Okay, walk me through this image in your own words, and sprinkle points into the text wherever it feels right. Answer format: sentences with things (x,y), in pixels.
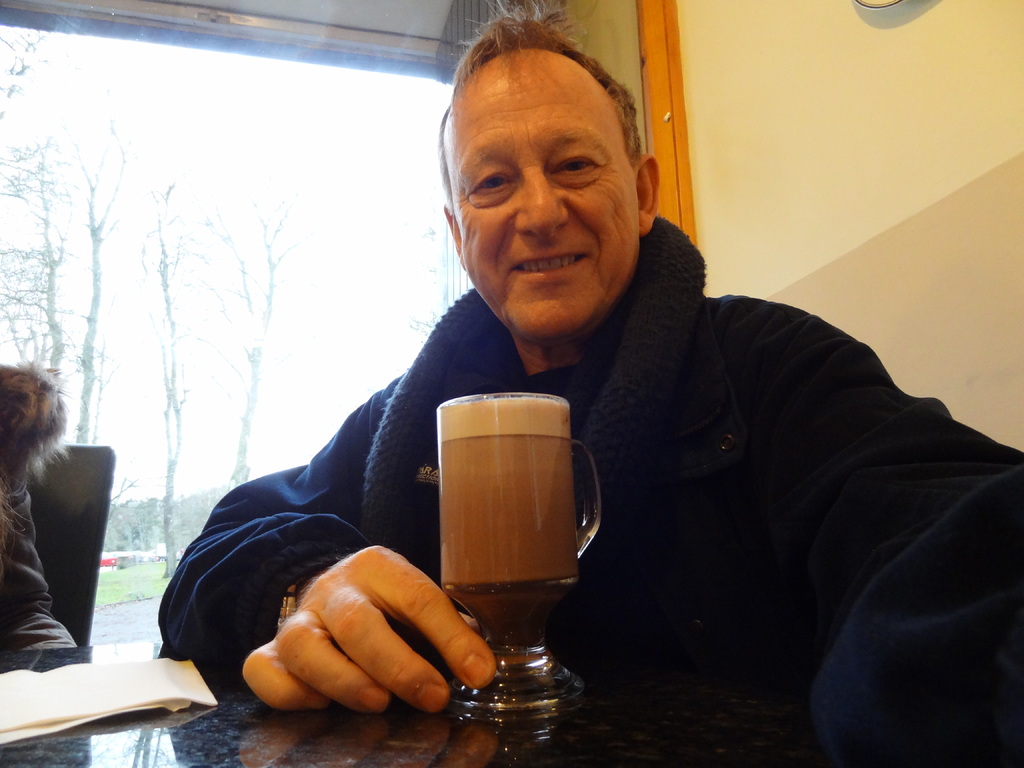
In the image there is a man (751,493) with hot drink glass (512,544) in front of him. It seems to be inside a room (630,27) and on outside the room (273,28) there are trees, grass (134,578) on the floor (130,604).
